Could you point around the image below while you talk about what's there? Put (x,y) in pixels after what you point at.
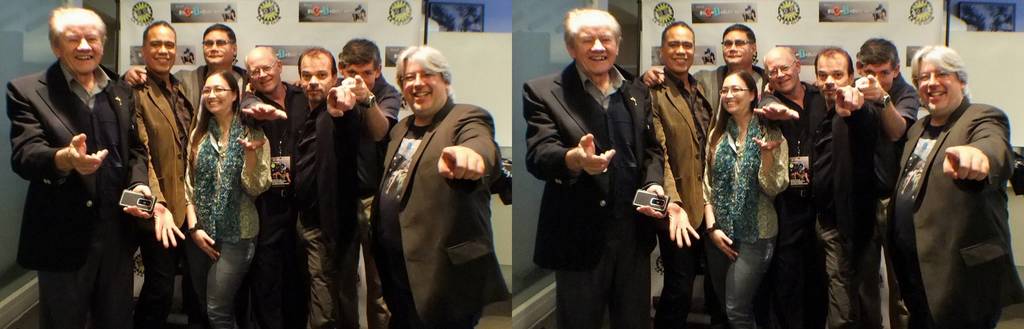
In this picture I can see group of people (419,143) are standing and smiling. Among them some are wearing suits (616,167). In the background (521,59) I can see white color walls (453,61).
